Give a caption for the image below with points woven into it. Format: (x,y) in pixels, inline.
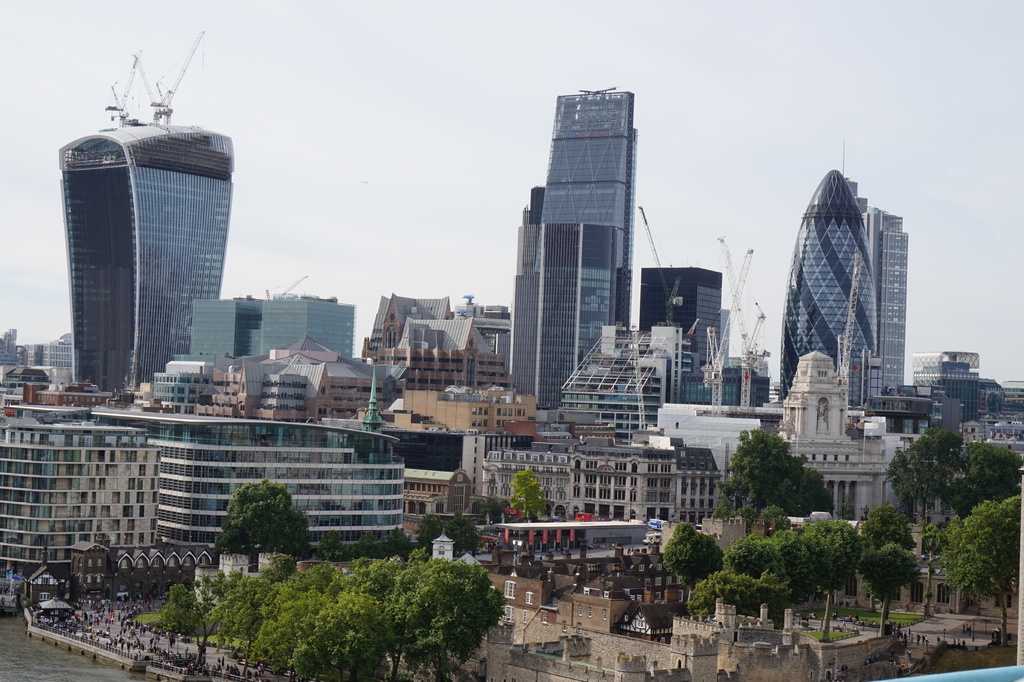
Here we can see buildings (244,344), trees (277,526), water (70,664), people (161,652) and grass (906,613). To these buildings (340,448) there are glass windows (297,394). Background (369,137) we can see the sky (395,150).
